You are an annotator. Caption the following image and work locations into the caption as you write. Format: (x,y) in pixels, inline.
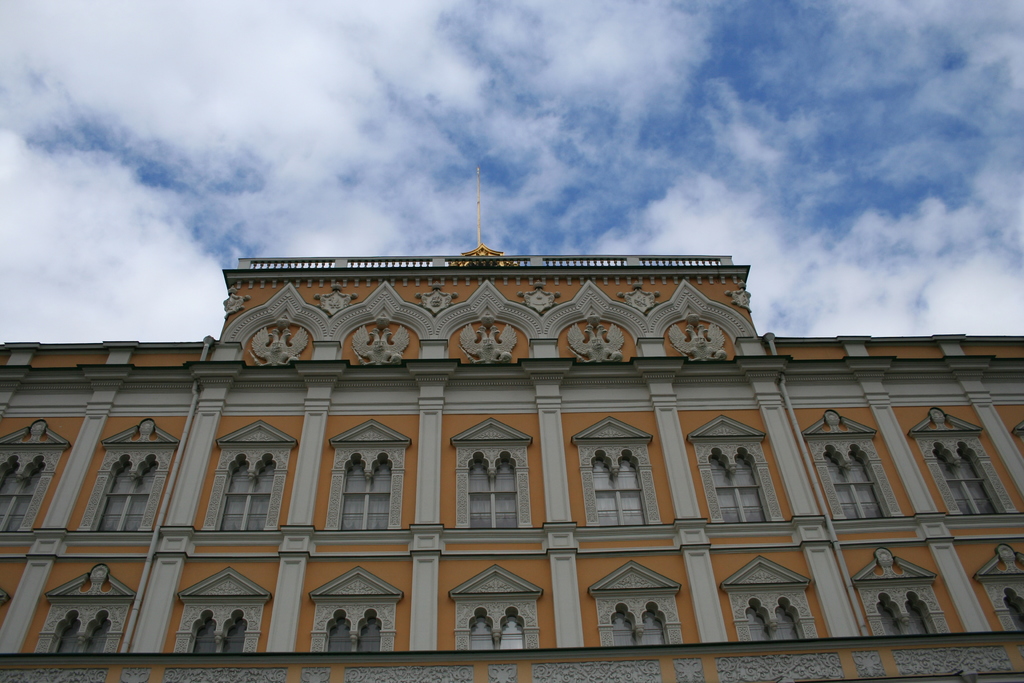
In this image in the center (653,323) there is a building (535,536), windows (618,503) and pillars (961,378), and at the top (559,46) there is sky (670,137).
